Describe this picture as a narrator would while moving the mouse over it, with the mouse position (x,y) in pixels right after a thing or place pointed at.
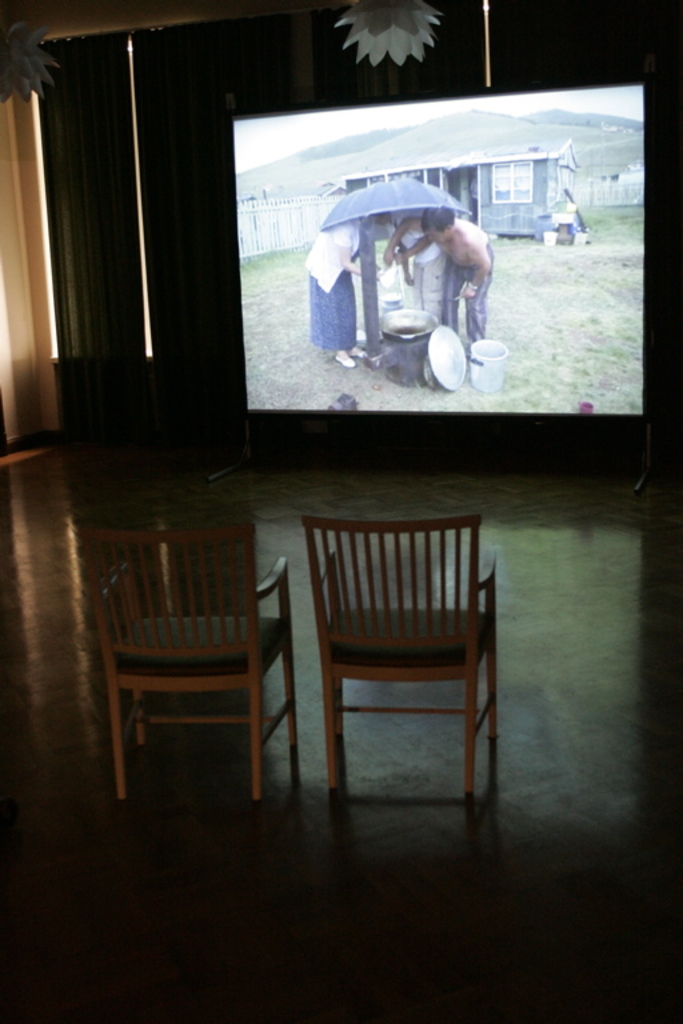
There are two chairs (438,525) in front of a screen (409,390). On which a video clip (424,267) is being played.
